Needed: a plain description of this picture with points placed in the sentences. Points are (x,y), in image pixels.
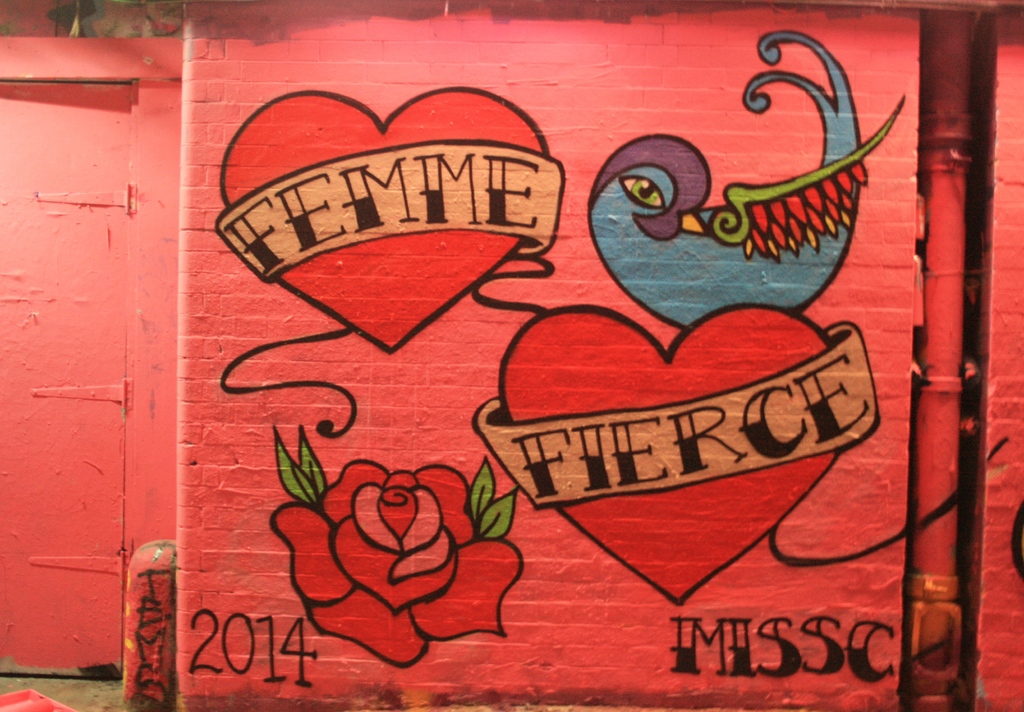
In this image there is some painting (447,492) is on the wall (635,426) as we can see in middle of this image (569,320) and there is pipe (941,568) at right side of this image (951,403) and there is a door (100,386) at left side of this image (89,413).
